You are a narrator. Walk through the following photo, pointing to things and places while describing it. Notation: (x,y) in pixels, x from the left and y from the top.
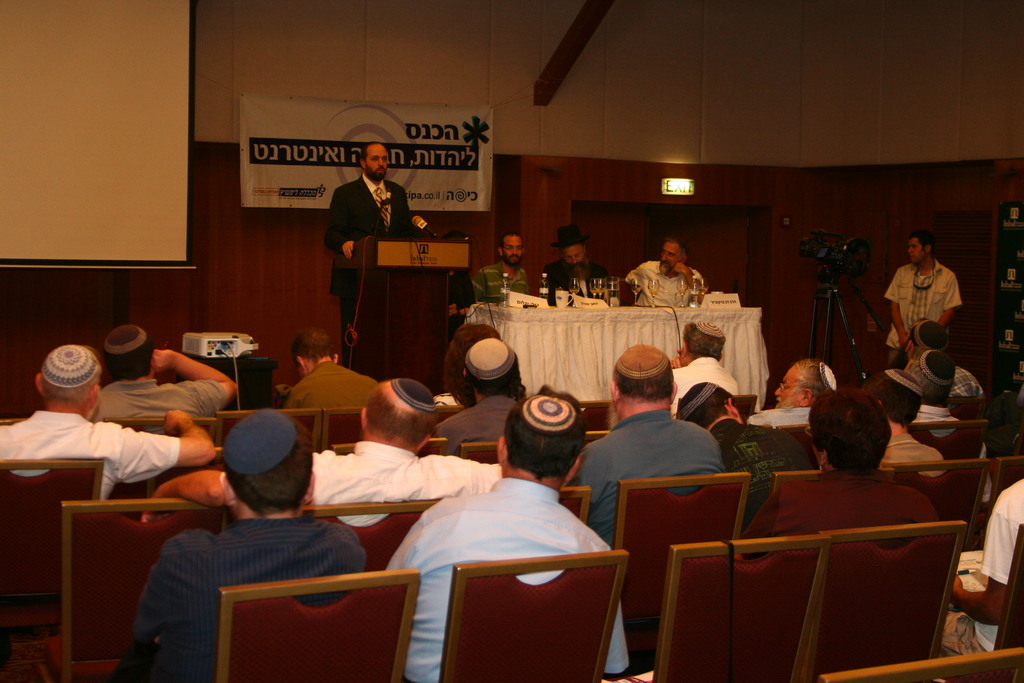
On the background (84,145) we can see a white board (162,241), banner (419,145) and a person (368,185) standing in front of a podium (420,275). This is a door (590,248), exit board (683,189). A man (915,314) is standing near to the camera. We can see three persons (497,268) are sitting on chairs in front a table (623,310) and on the table (560,311) we can see bottles (504,291), name boards (593,303). We can see persons (857,513) sitting on chairs (829,555) near to the platform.
